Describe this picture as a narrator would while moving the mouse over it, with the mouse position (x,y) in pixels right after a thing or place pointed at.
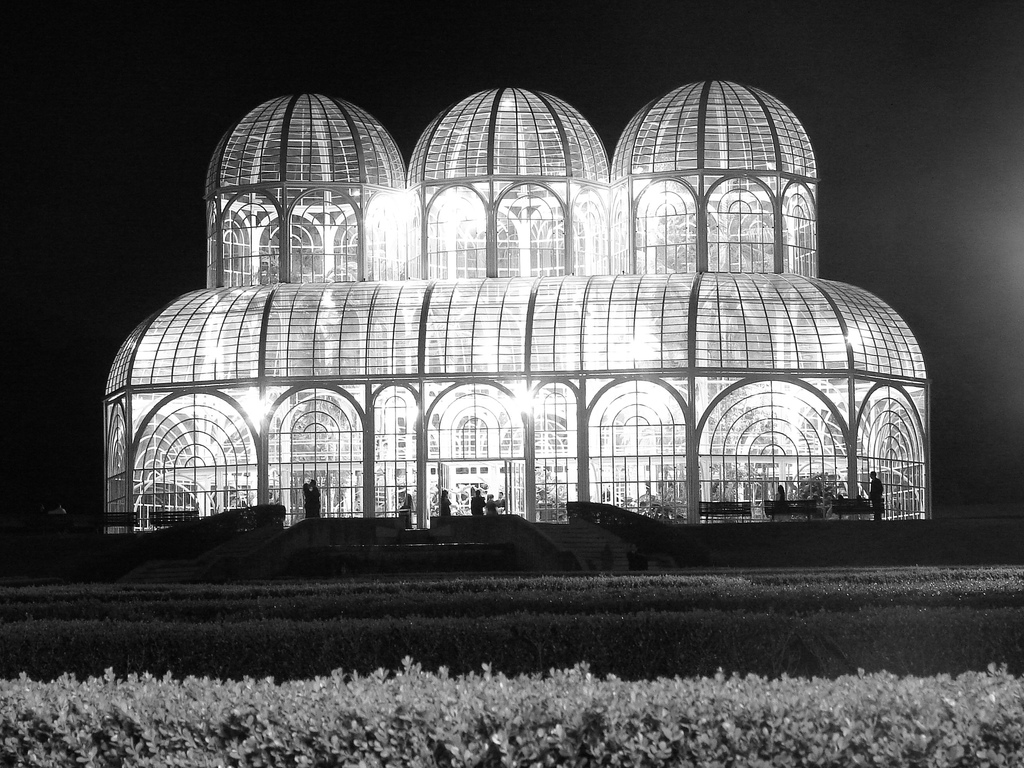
In this picture we can see plants (386,706), building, people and in the background (986,27) we can see it is dark.
